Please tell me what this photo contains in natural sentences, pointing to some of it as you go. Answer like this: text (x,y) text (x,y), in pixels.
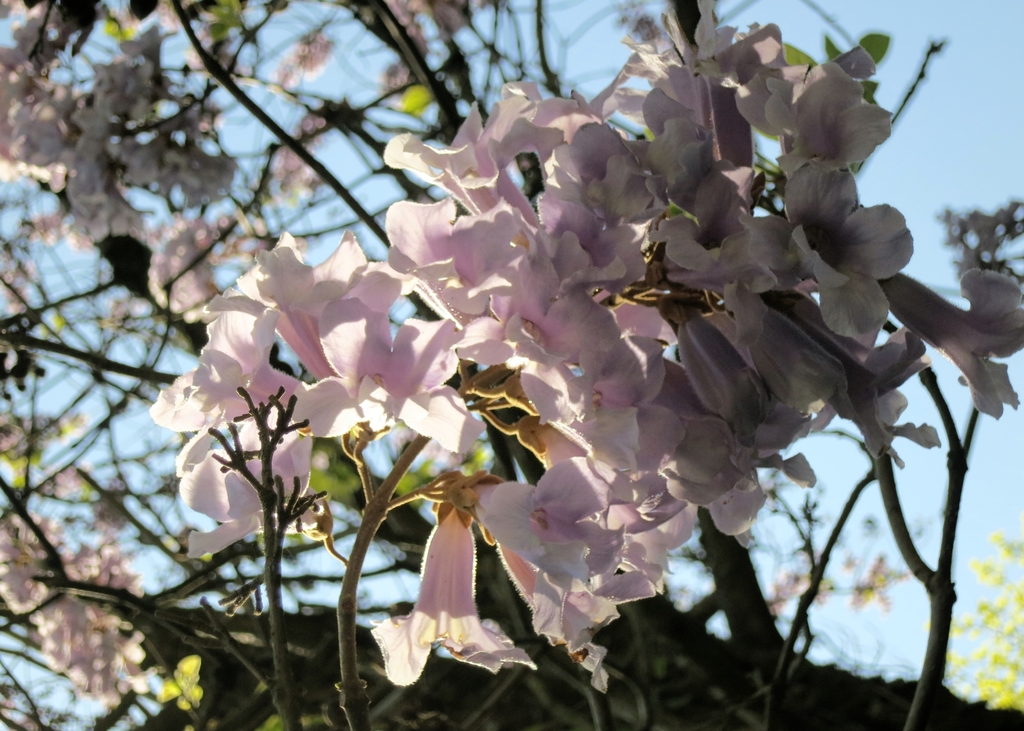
In front of the picture, we see flowers (548,227) which are in pink color. Behind that, we see a tree (214,199) which is flowering. At the top of the picture (960,61), we see the sky (946,72).
